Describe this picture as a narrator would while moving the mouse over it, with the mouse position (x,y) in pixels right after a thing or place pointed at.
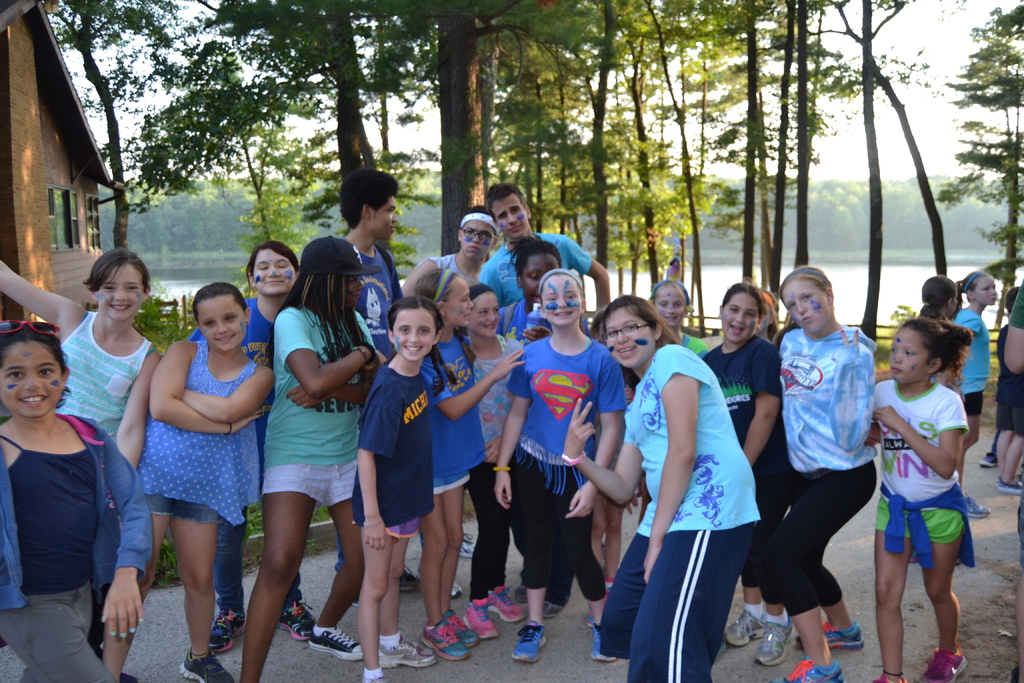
In the center of the image (561,329) we can see few people (111,338) are standing and they are smiling, which we can see on their faces (104,286). In the background (575,221) we can see the sky (929,168), clouds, trees (625,202), grass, water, one building (72,109) etc.
